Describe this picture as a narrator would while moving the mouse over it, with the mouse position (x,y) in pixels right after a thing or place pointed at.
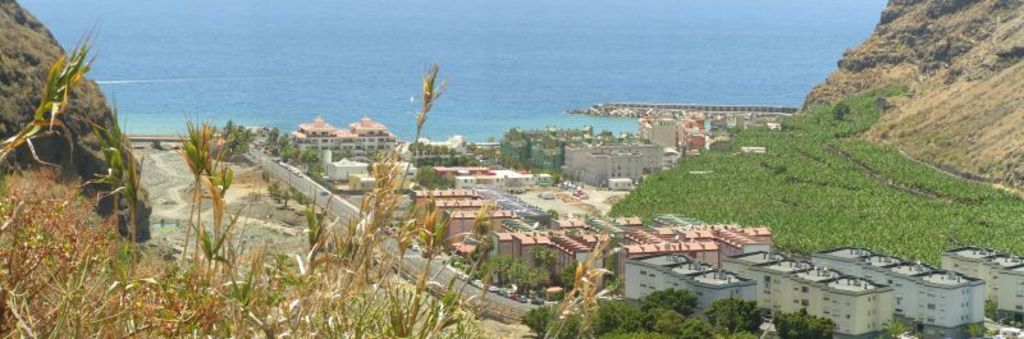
This is an aerial view of a city (382,224). in the foreground (289,280) there are plants (181,293). In the center of the picture (456,223) there are buildings (580,219), crops (701,183), roads (310,193), vehicles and trees (679,322). On the right (923,94) it is hill (912,52). On the left (60,133) it is hill (87,149). In the background (298,41) there is a water body (460,77).
